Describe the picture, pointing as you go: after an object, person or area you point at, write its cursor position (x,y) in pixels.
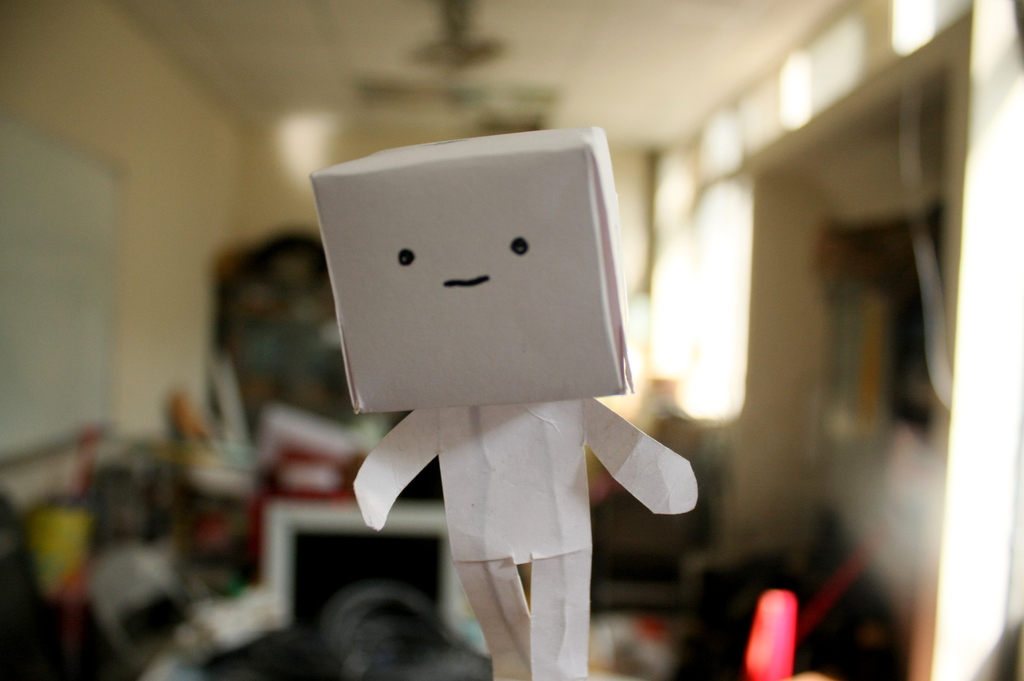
In this picture I can see white color object (465,410). In the background (190,286) I can see wall (165,217), ceiling (583,31) and some other objects (271,404). The background of the picture (255,260) is blur.
